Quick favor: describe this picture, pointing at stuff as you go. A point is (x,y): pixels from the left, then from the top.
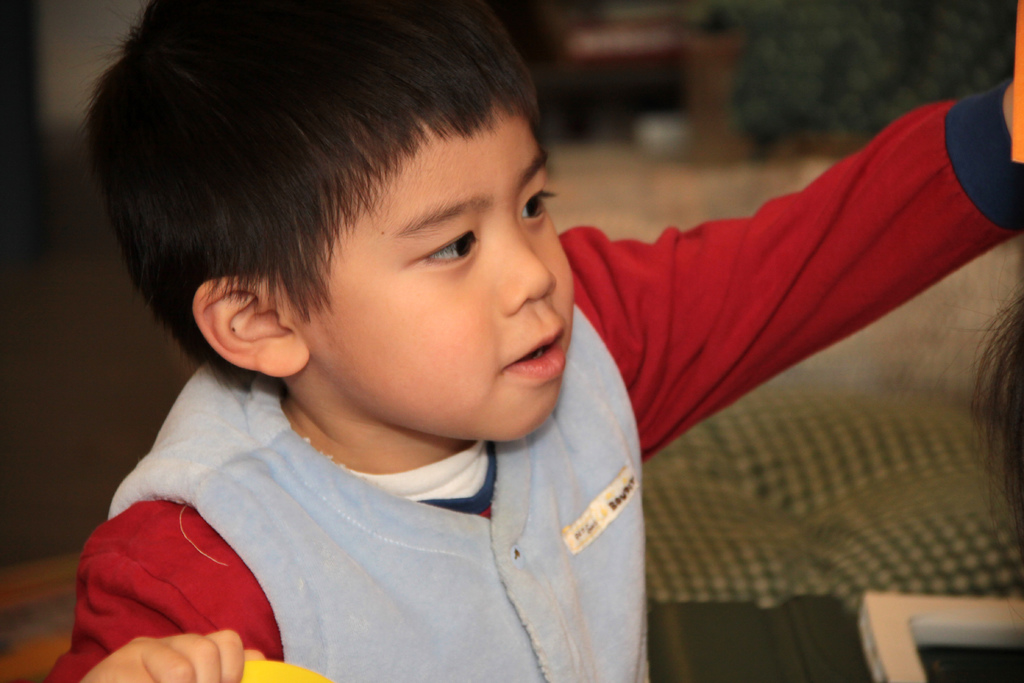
In this image I can see a boy (415,339) wearing red dress (200,543) and blue jacket (522,566). I can see a couch (829,473) and few other objects (714,118) in the background (768,422).
